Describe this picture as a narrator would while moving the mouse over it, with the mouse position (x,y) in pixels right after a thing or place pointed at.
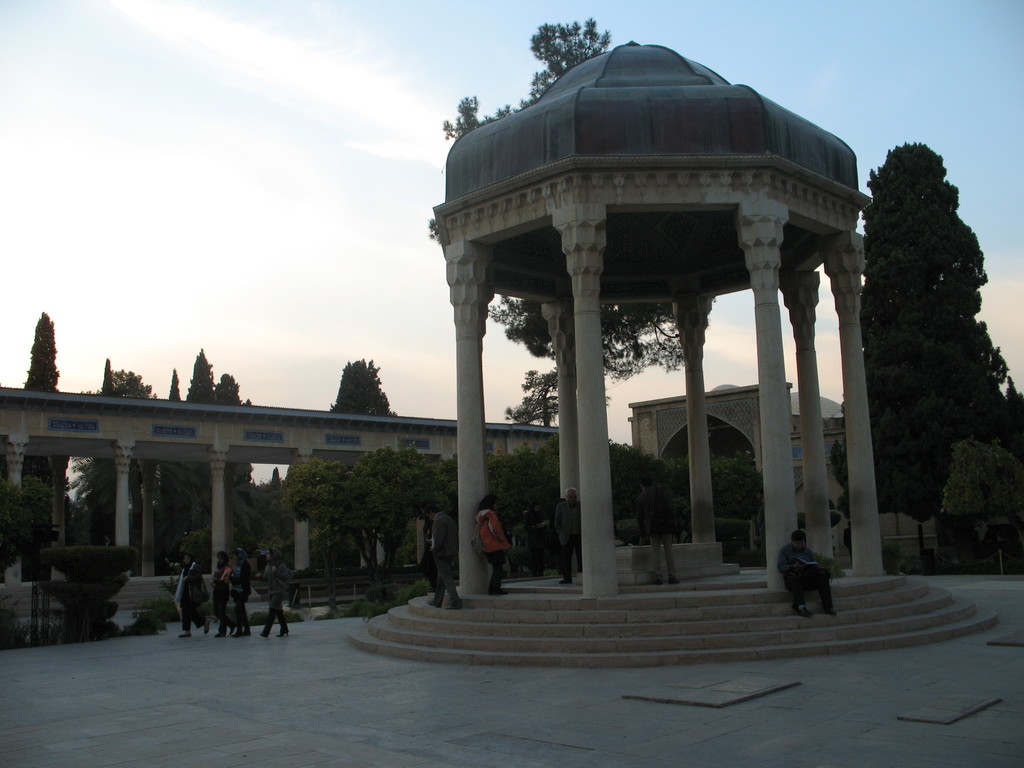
This picture describes about group of people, in the background (389,408) we can see few trees (213,392), clouds (753,349) and a building (762,406).
